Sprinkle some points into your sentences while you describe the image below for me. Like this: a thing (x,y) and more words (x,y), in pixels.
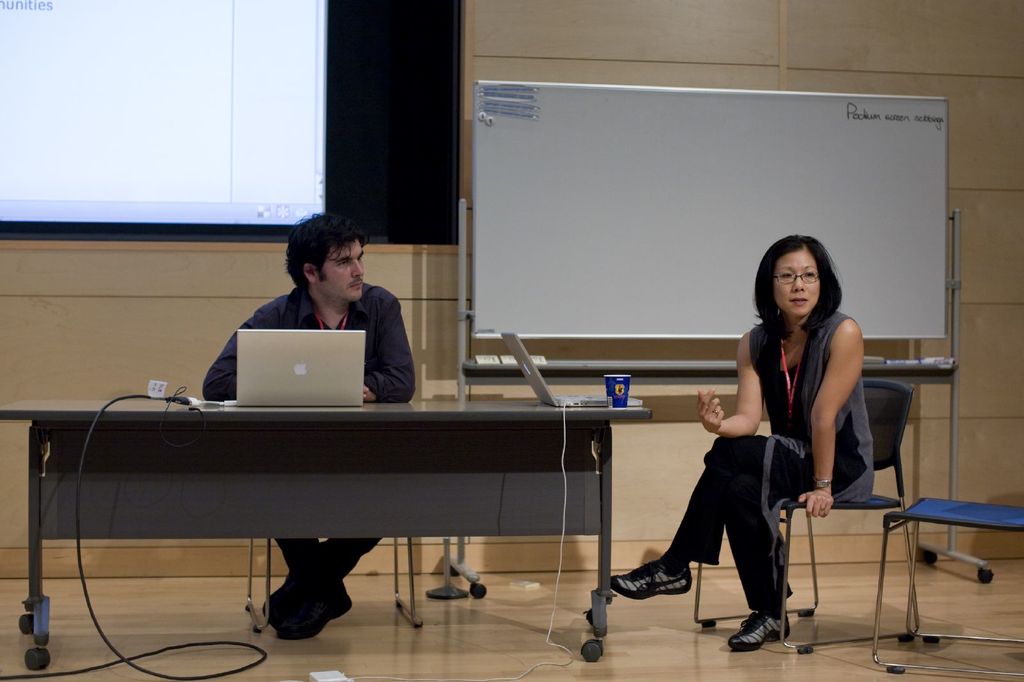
In this image I can see a man (315,632) and a woman (724,469) are sitting on chairs (843,504). Here on this table (343,472) I can see two laptops (253,402) and a cup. In the background (512,381) I can see a white board (473,369) and a projector's screen (259,175).
